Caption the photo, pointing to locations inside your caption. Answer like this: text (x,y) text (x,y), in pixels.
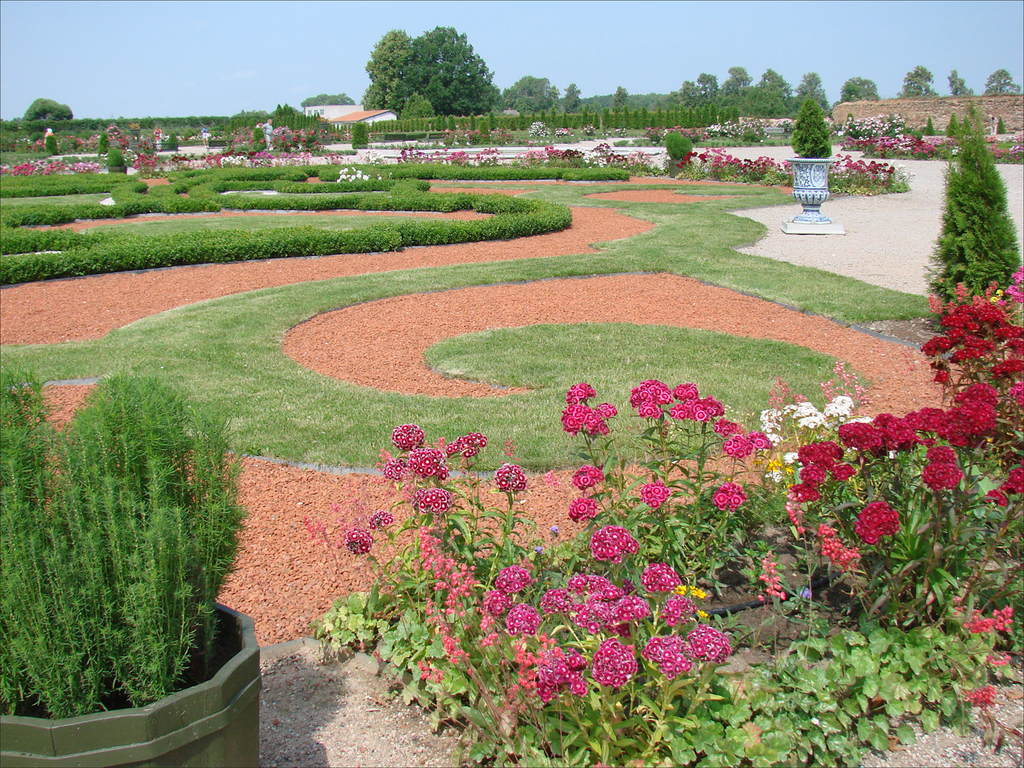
At the bottom (830,733) we can see plants (591,736) with flowers (786,471) and there is a plant (49,621) in a pot (214,711). In the background (504,348) we can see grass (517,341) and plants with flowers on the ground (632,410) and we can see trees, houses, plant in a pot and sky (657,72).
